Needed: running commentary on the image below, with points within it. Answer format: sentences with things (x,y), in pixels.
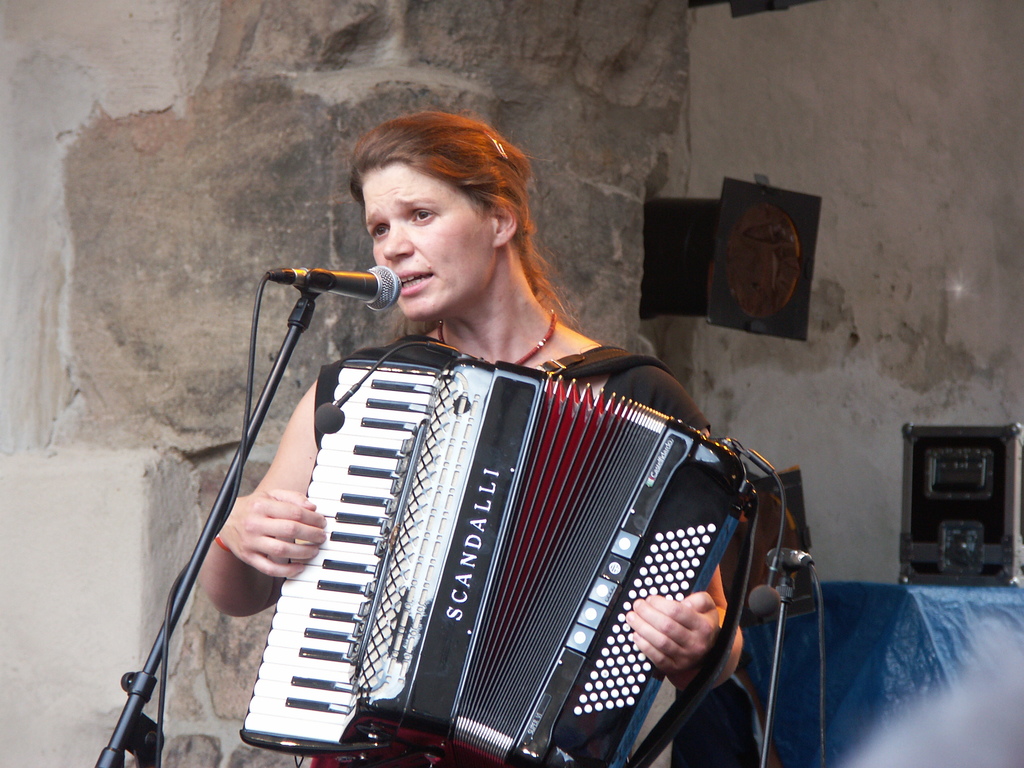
In the center of the image (537,406) a lady (408,227) is standing and holding an accordion (671,583) and playing and singing. On the left side of the image (137,734) we can see a mic (332,274) with stand (289,352). In the background of the image (305,341) we can see some musical instruments (921,568), cloth (978,593), wall (831,297), boards (758,202).
